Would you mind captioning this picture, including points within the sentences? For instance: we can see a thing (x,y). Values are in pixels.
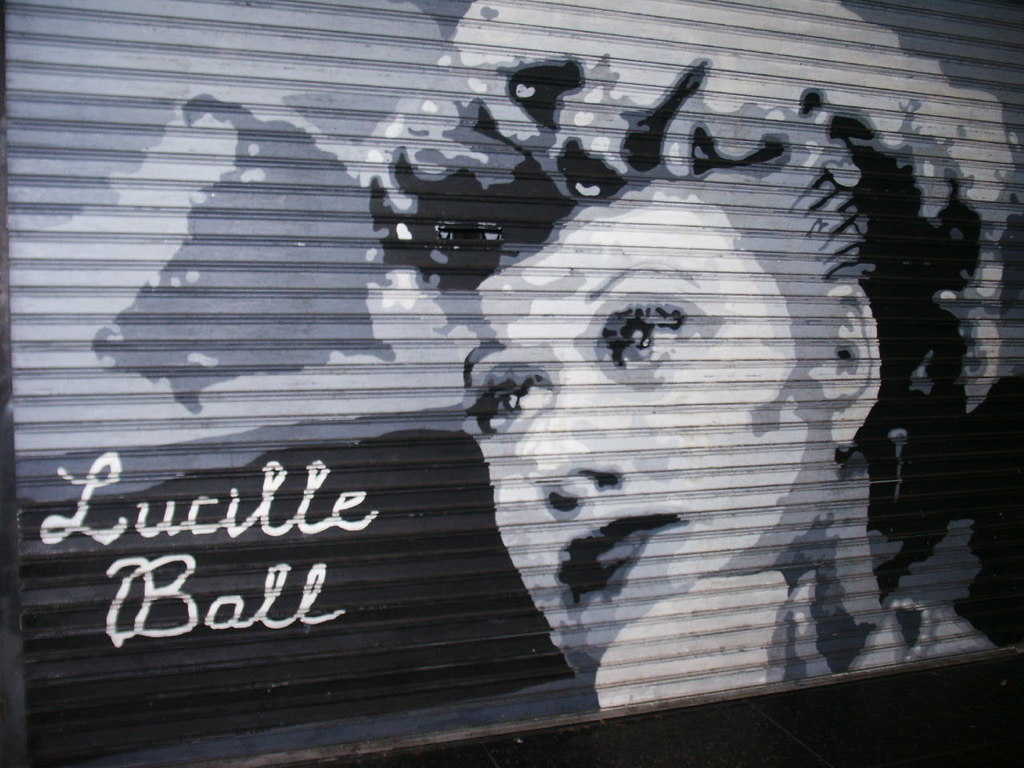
In the foreground of this image (548,490), there is some text (126,598) and an image of a woman (738,359) on the shutter (427,533). At the bottom (853,710), there is black surface (780,728).
